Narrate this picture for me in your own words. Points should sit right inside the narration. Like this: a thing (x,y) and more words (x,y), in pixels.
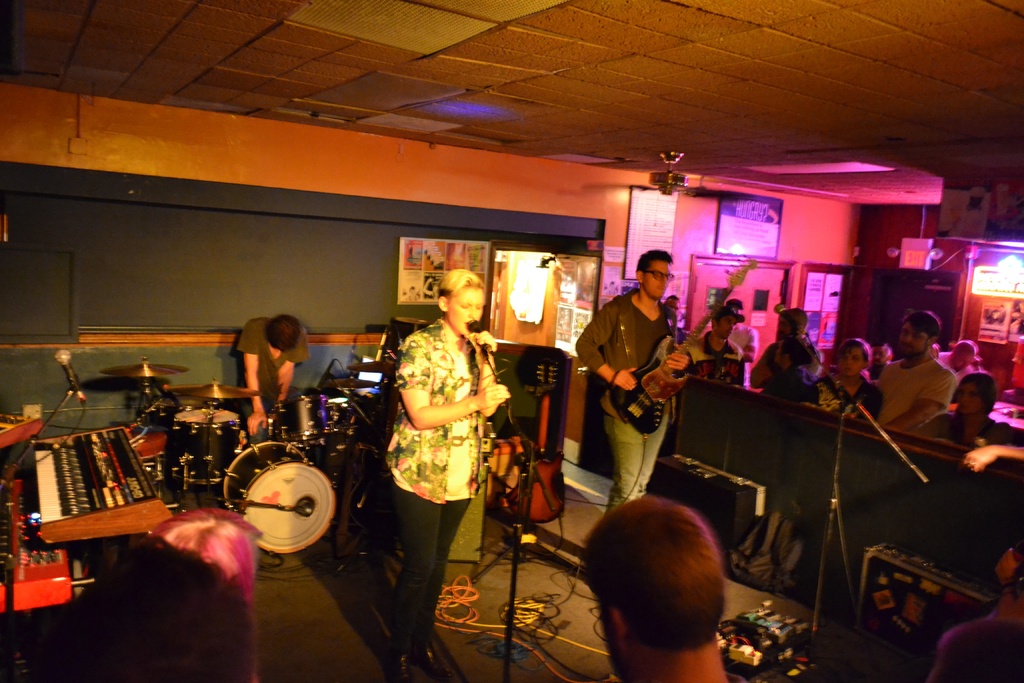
Image is clicked in a musical concert. There are musical instruments (342,470) on the left side (326,401) and there are two persons (620,459) in the middle (400,446), one is women (444,554) and the other is man (640,483). Man (628,449) is playing guitar (660,408) and the woman (418,435) is singing songs. Wires (580,643) are in the bottom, there are people (942,392) on the right side (929,381) who are watching this. There is light (1009,287) on the right side (997,284), there are so many photo frames (647,242) on the right side (699,234) to the wall (674,271). There are speakers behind this people (636,349) and light (1005,271) is also visible here.
